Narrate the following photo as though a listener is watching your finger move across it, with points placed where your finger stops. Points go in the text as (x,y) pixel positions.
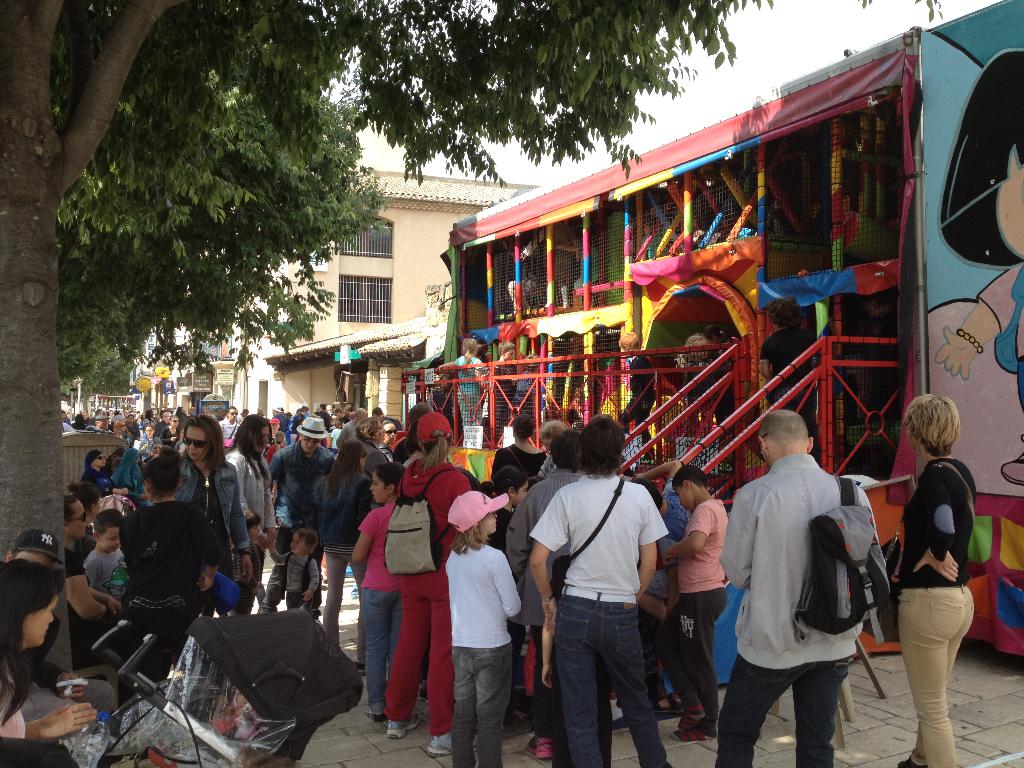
In this image we can see the buildings (276,364), play zone (631,289), railing (758,391), trees (14,349) and also the people (430,600). We can also see the path (1010,698) and also the sky (710,60).
